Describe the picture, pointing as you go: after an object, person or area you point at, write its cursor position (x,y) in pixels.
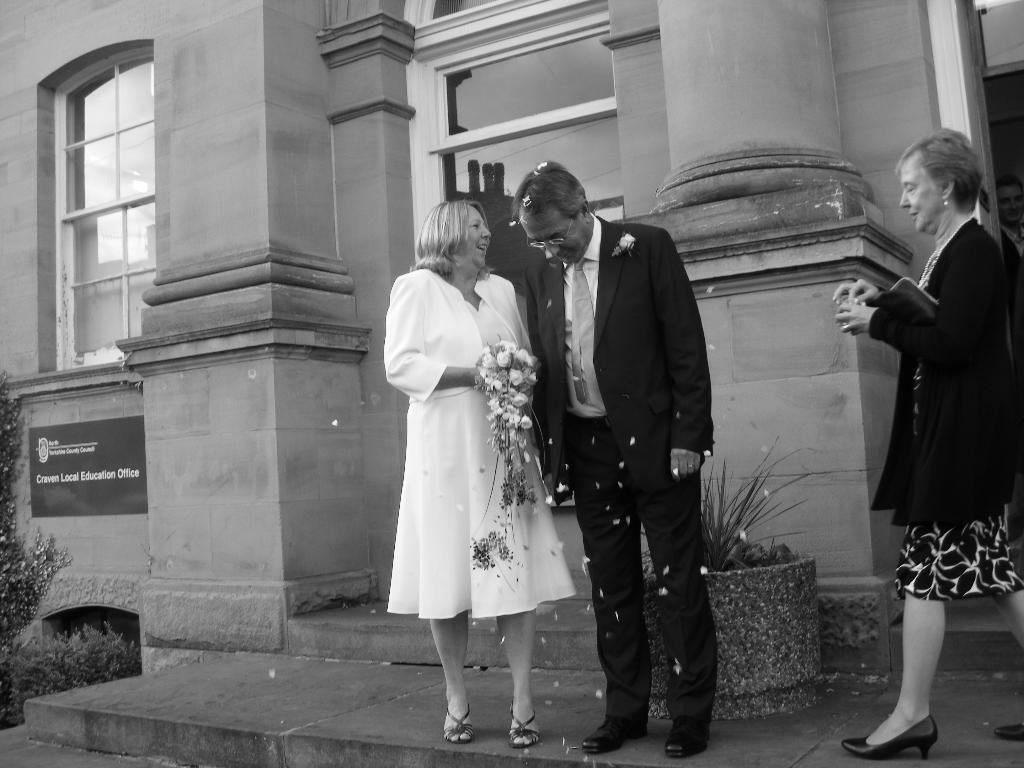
In this picture we can see three people (630,593), one woman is holding flowers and in the background (325,550) we can see a building (371,588).
